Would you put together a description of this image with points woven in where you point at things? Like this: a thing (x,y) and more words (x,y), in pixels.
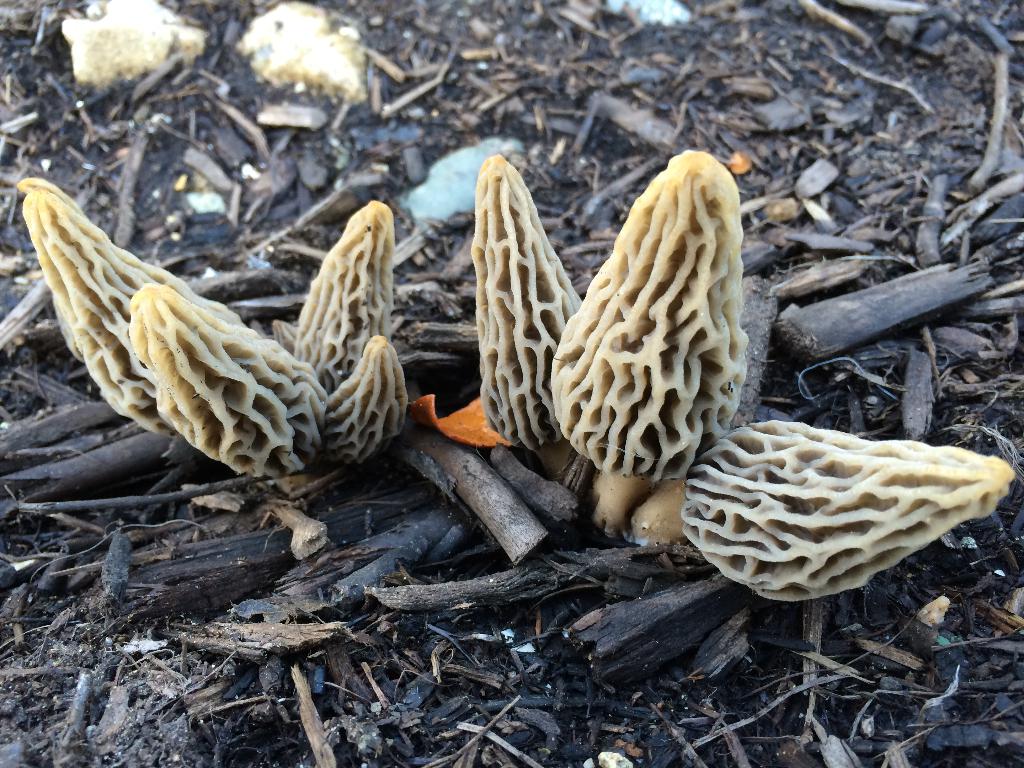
In the image there are few fungus plants (611,406) on the land (467,344) with dry twigs (614,566) all over it.
